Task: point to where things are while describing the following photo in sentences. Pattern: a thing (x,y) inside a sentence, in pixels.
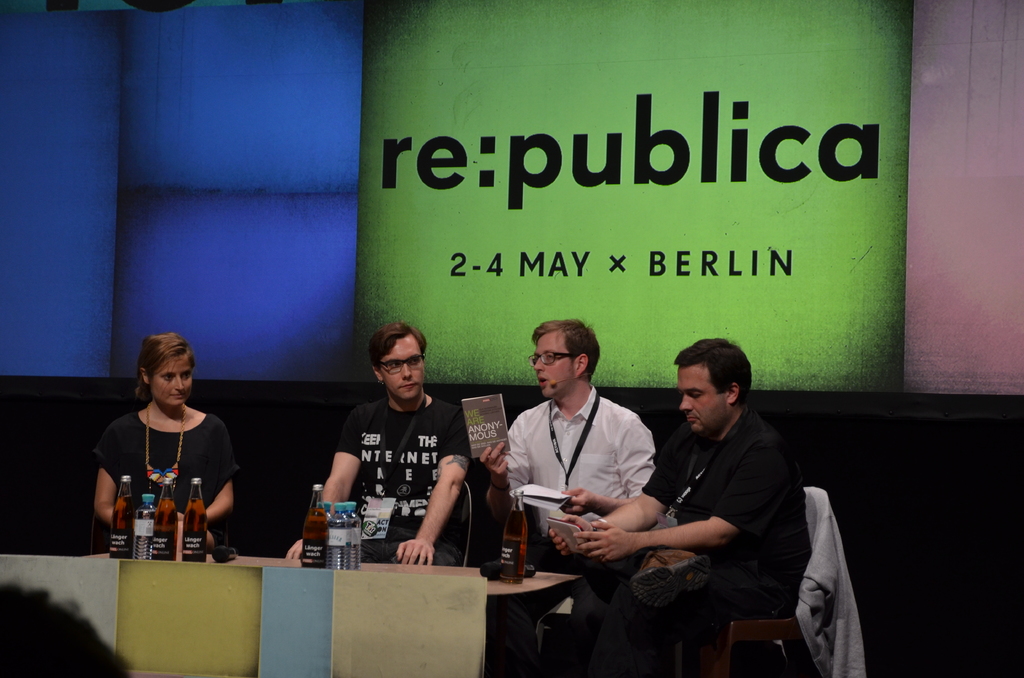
Four people (157,487) are sitting in chairs (104,526) at a table (502,581). Of them three (375,477) are men (419,483) and one (205,483) is woman (198,468). There are some bottles (167,525) on the table (413,564). A man (546,560) is holding a book (493,452) and explaining about it. There is flex board (577,263) with title"republica (808,173) on it.
